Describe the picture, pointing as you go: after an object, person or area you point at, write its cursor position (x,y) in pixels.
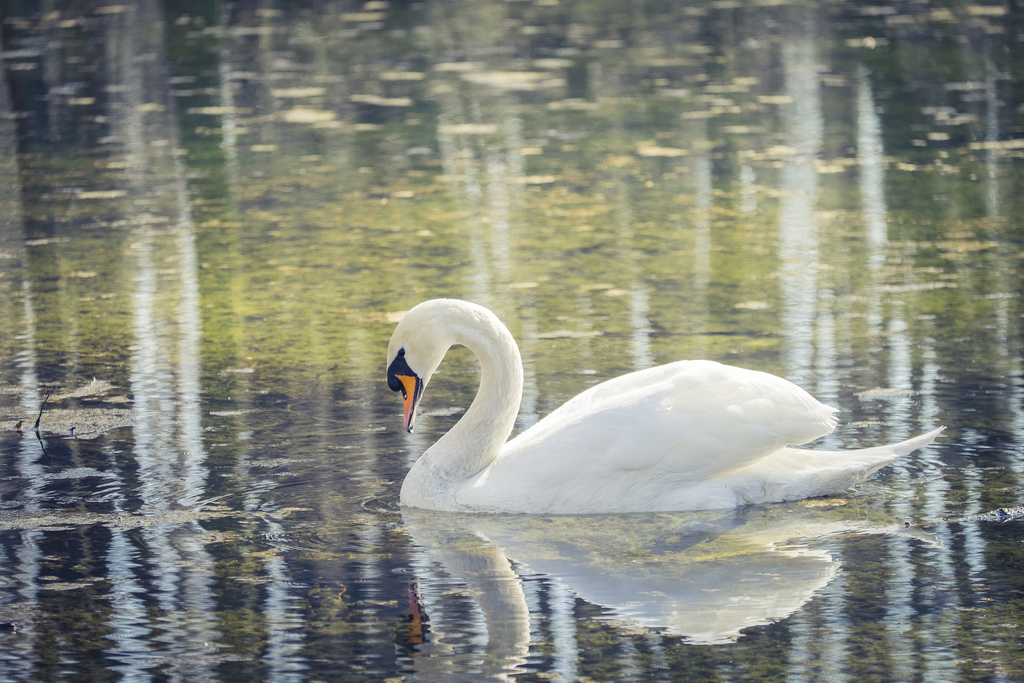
In the picture we can see water (730,645) in that we can see a swan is white in color with an orange color beak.
